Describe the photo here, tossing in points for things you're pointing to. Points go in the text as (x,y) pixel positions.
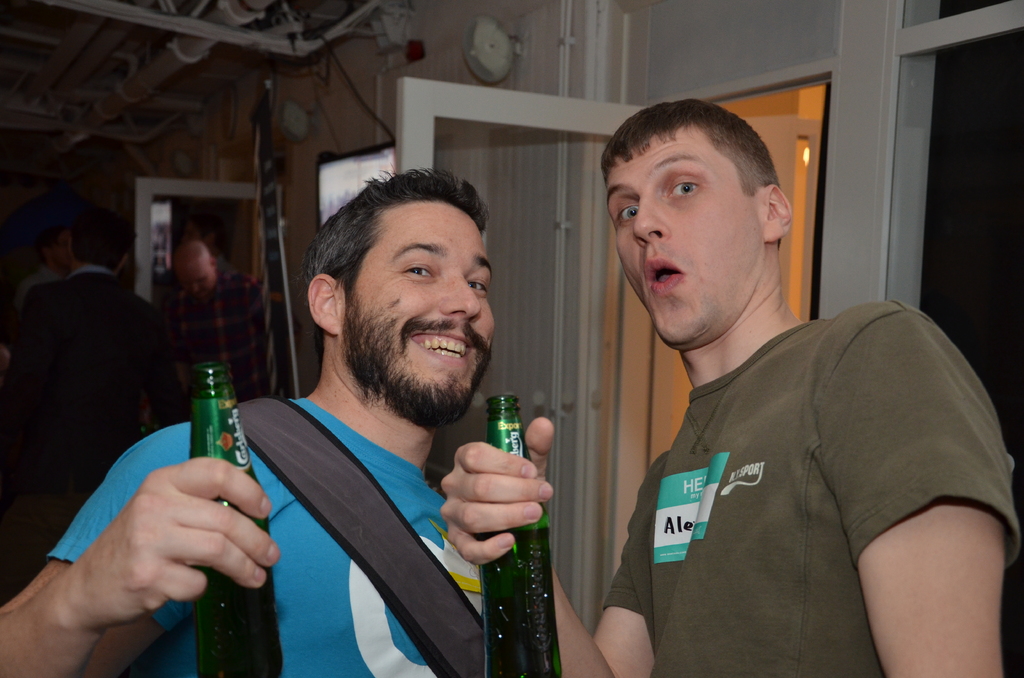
On the right side (797,516) a man (769,443) is looking at this side. He wore t-shirt (770,465), on the left side (305,587) another man (283,537) wore blue color t-shirt (317,575) and also holding the beer (237,446) in his right hand (247,479). He is smiling too.
